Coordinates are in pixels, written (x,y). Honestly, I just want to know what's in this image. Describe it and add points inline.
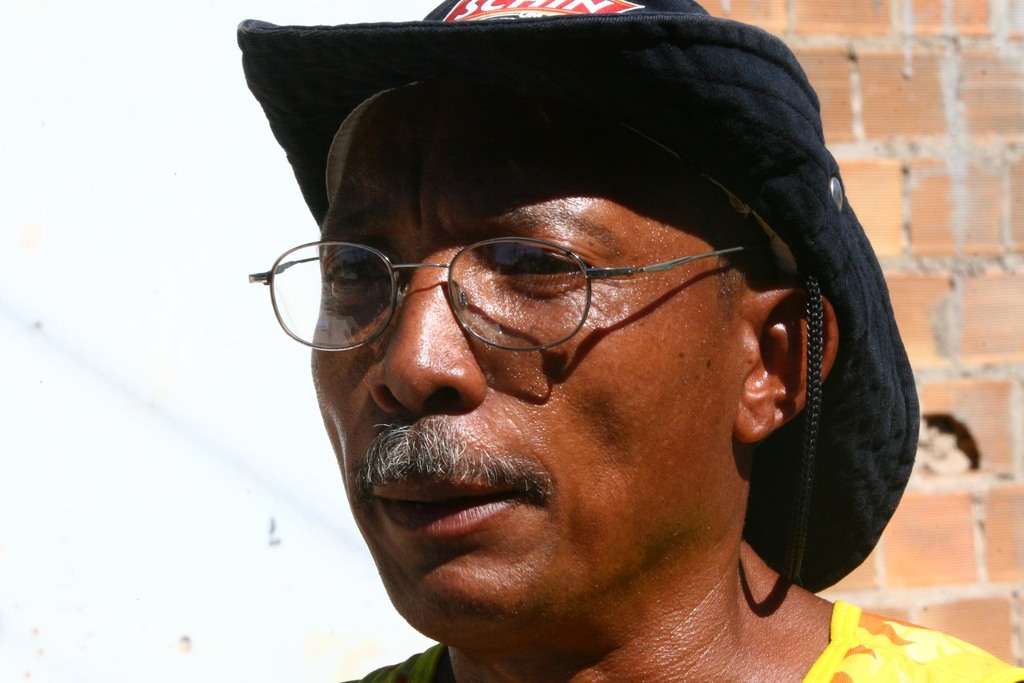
In this image we can see a person (553,384) wearing a hat (697,84), behind to him we can see the brick wall (919,333).
